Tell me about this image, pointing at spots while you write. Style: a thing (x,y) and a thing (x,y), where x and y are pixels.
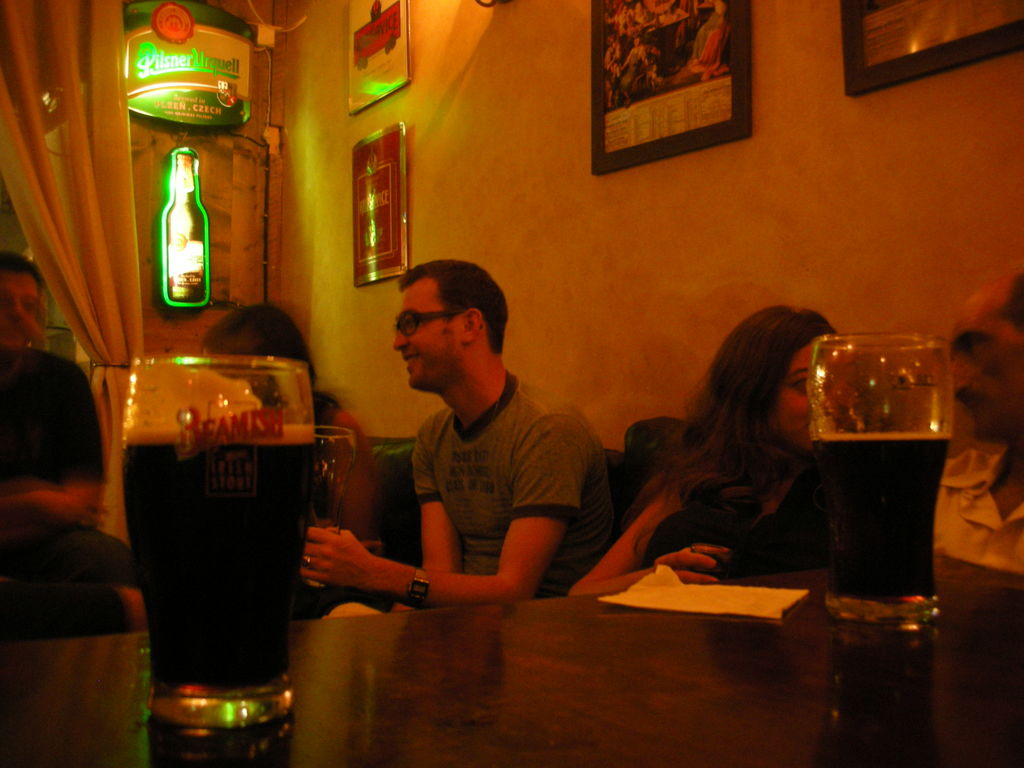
on the table (471,661) there are 2 glasses (256,540) filled with drinks (895,552) and a paper (681,591) is present on that table (787,638). behind that people (744,450) are sitting, talking to each other. behind them there is a wall (592,205) on which there are photo frames (666,80). at the left (83,276) there are curtains (77,263).
